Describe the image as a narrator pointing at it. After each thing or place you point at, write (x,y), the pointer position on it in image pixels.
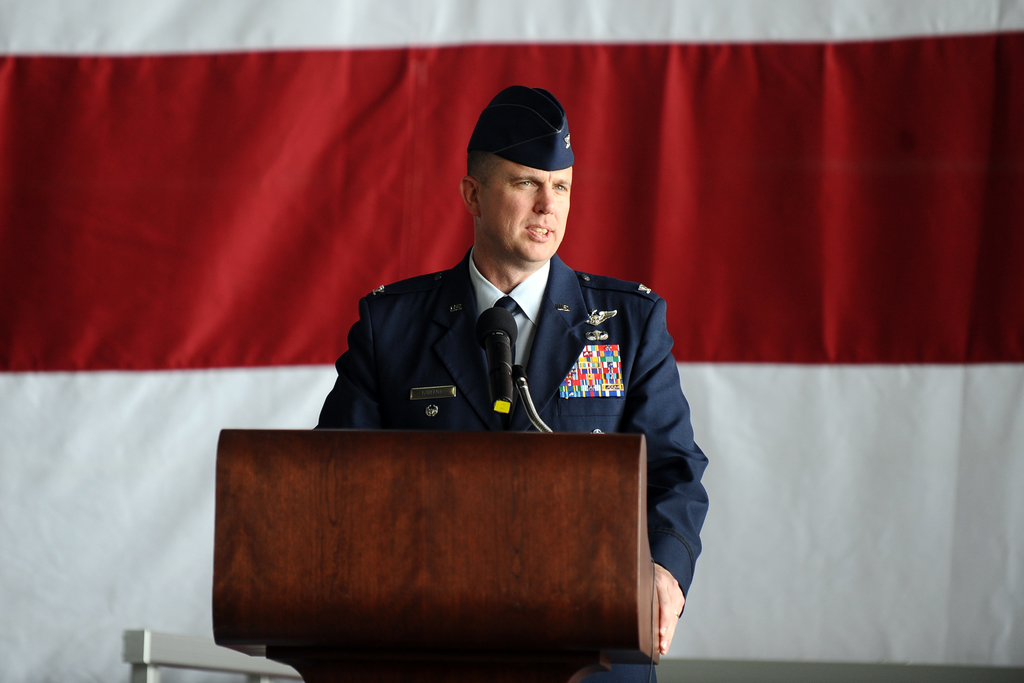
In the middle of the image (494,434) there is a podium (512,448) with a mic (505,325). Behind the podium (501,468) there is a man (573,303) standing with a hat (525,123) on his head (488,198). Behind him there is a red and white background (772,289).
